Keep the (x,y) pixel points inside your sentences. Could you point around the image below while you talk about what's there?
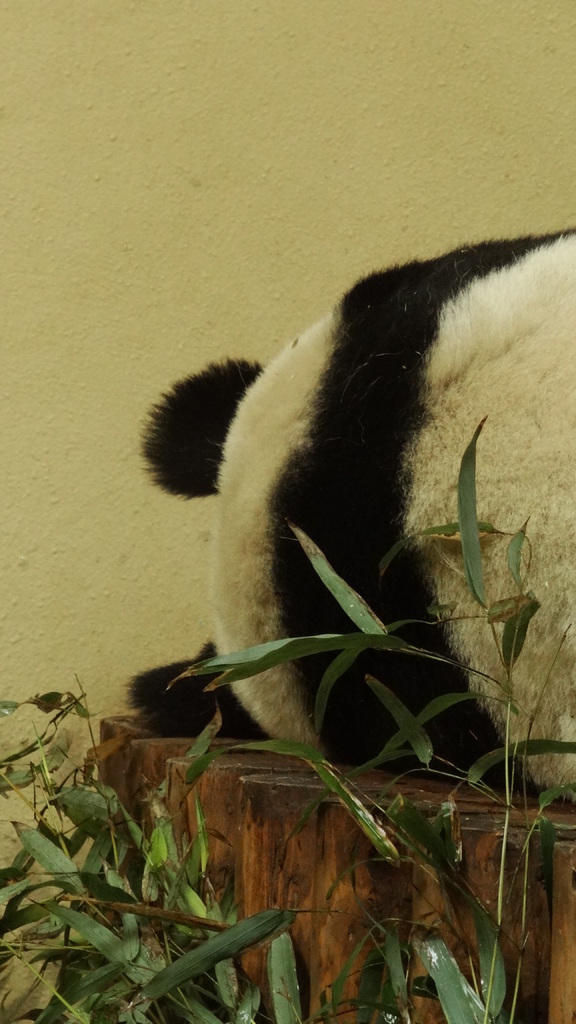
In the image there is a panda (312,524) laying on wooden surface (267,830), beside the panda (249,442) there are leaves (130,924) of plants (63,869).
